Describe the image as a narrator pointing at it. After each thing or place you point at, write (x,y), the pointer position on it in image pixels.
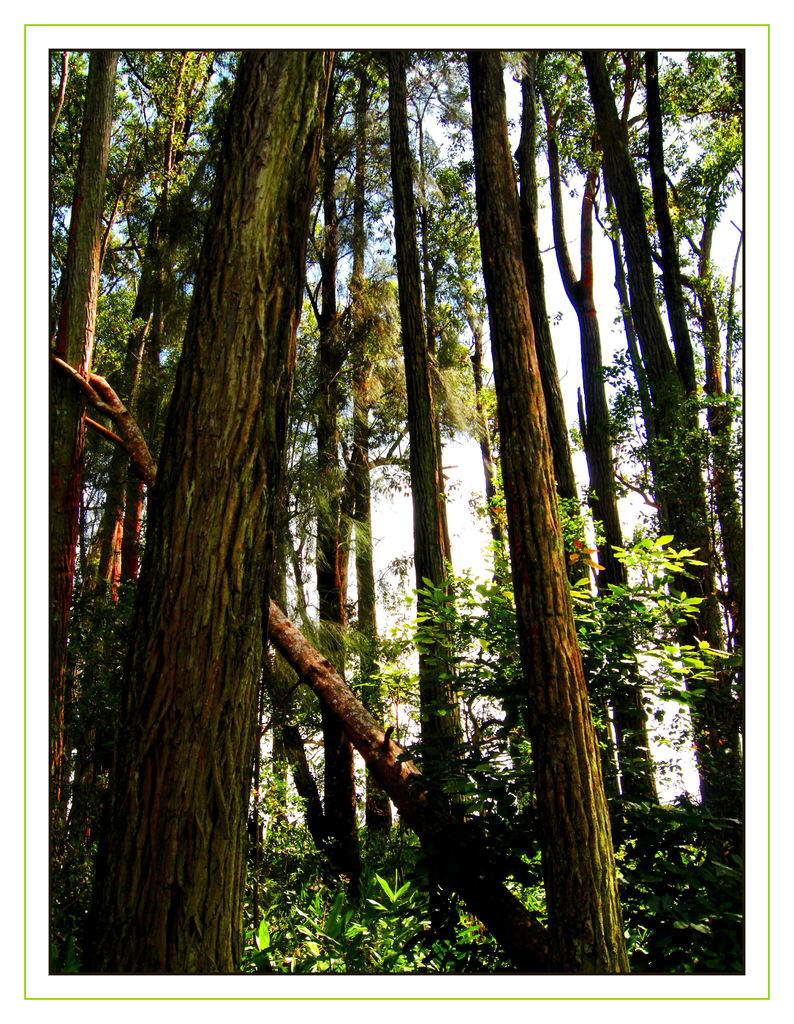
In this image there are a group of trees (326,792) and plants (276,881), in the background (579,276) there is sky (606,238).
